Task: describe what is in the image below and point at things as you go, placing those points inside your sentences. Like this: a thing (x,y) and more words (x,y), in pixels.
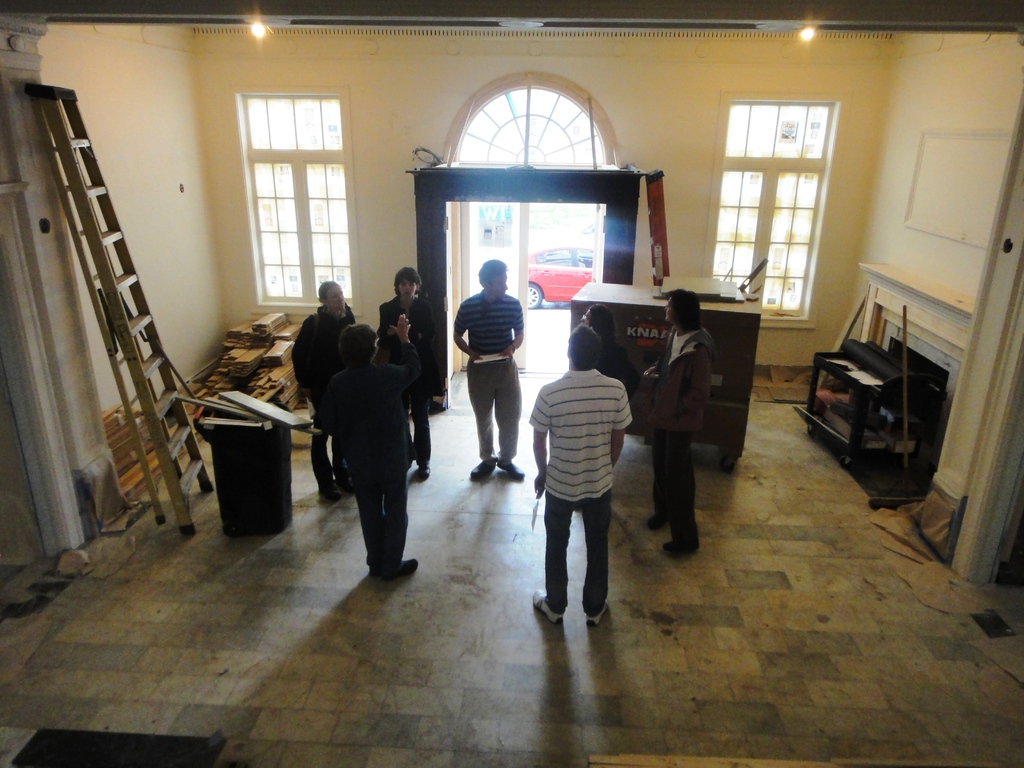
In the foreground of this image (597,335), there are seven persons (675,507) standing in a room (447,588). In the background (88,223), there is a wall (239,177), windows (301,157), ladder (71,193), wooden planks (260,341), a table (846,350), door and a big box (738,312) and there is a red color car (565,293) on the road (550,307).
